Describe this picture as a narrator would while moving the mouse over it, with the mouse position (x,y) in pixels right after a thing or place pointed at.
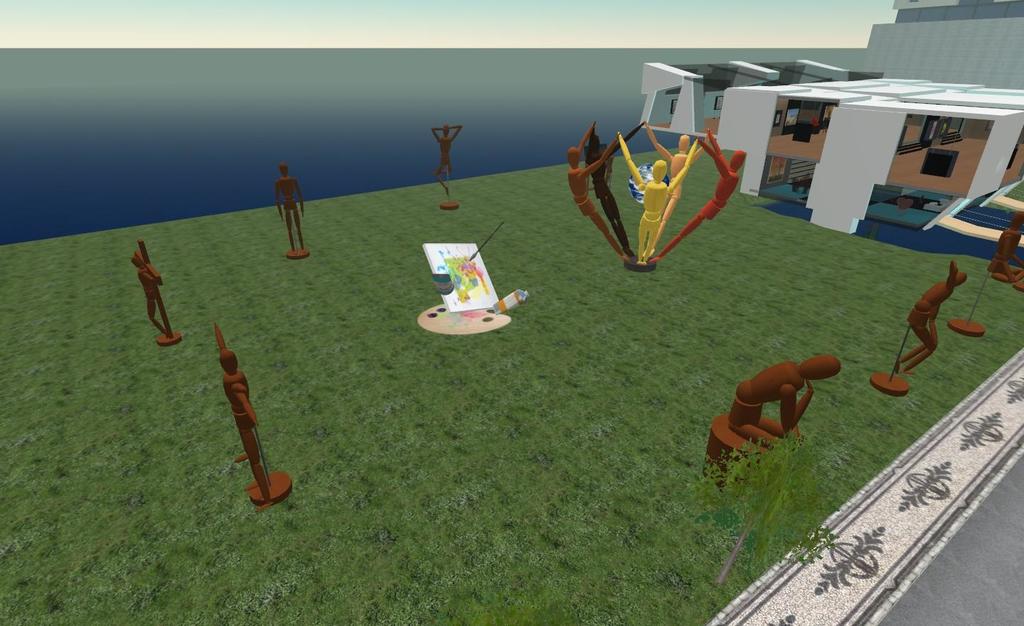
This is an animated image where we can see some sculptures (288,204) in brown color, we can see grass (604,396), house (813,210) on the right side (709,99), water (420,124) and the sky (560,39) in the background (245,47).
